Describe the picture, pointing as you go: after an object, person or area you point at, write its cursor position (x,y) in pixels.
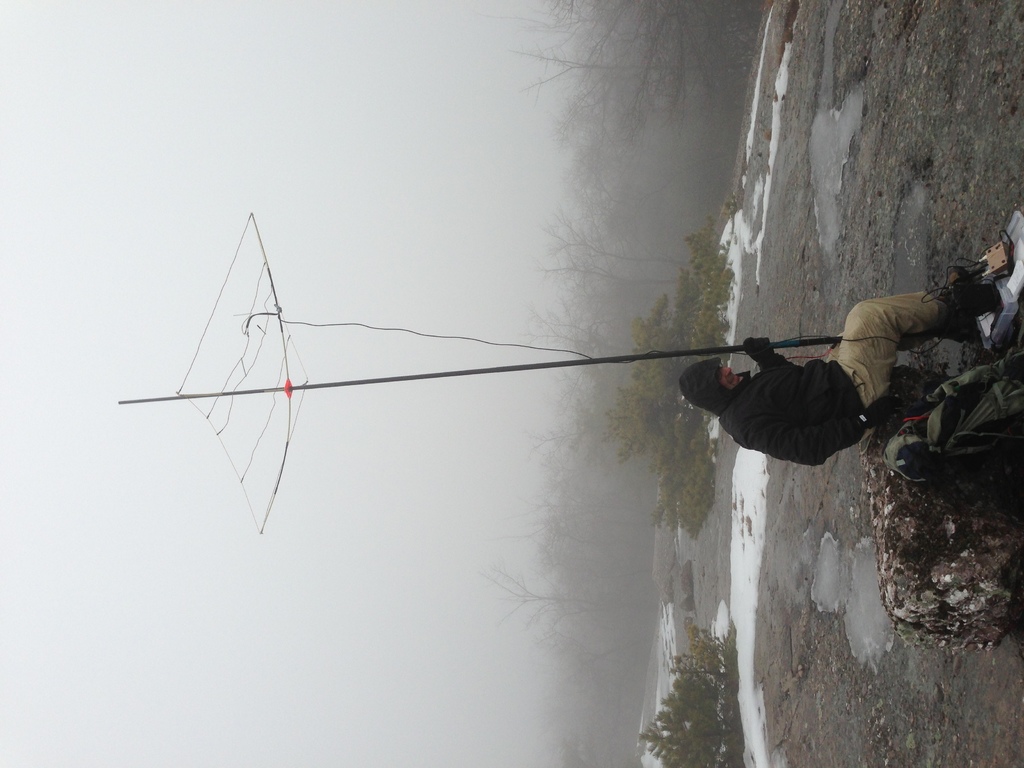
In this image, we can see a man (792,413) sitting on the rock (928,489) and holding a pole (628,359). In the background (643,311), there are trees (713,320) and at the bottom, we can see ground (760,538) and some part of it is covered with snow (747,600).
